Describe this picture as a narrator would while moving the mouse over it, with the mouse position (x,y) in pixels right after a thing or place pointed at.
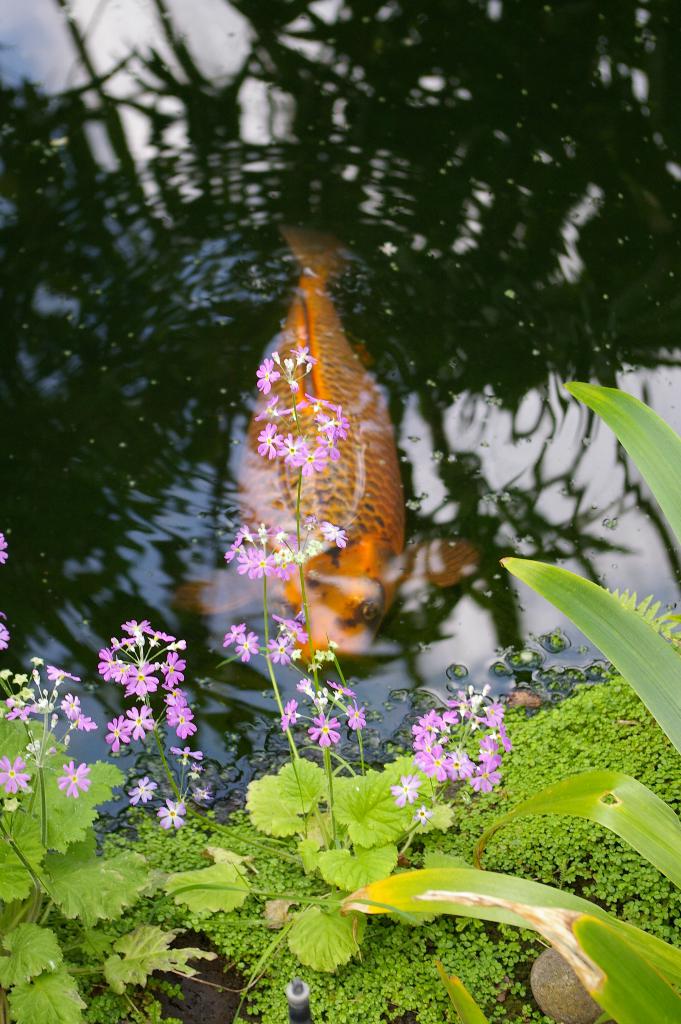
In this picture we can see a fish (255,504) in the water (295,258), flowers (446,737), plants (390,774), stone (575,995) and an object (293,1020).
